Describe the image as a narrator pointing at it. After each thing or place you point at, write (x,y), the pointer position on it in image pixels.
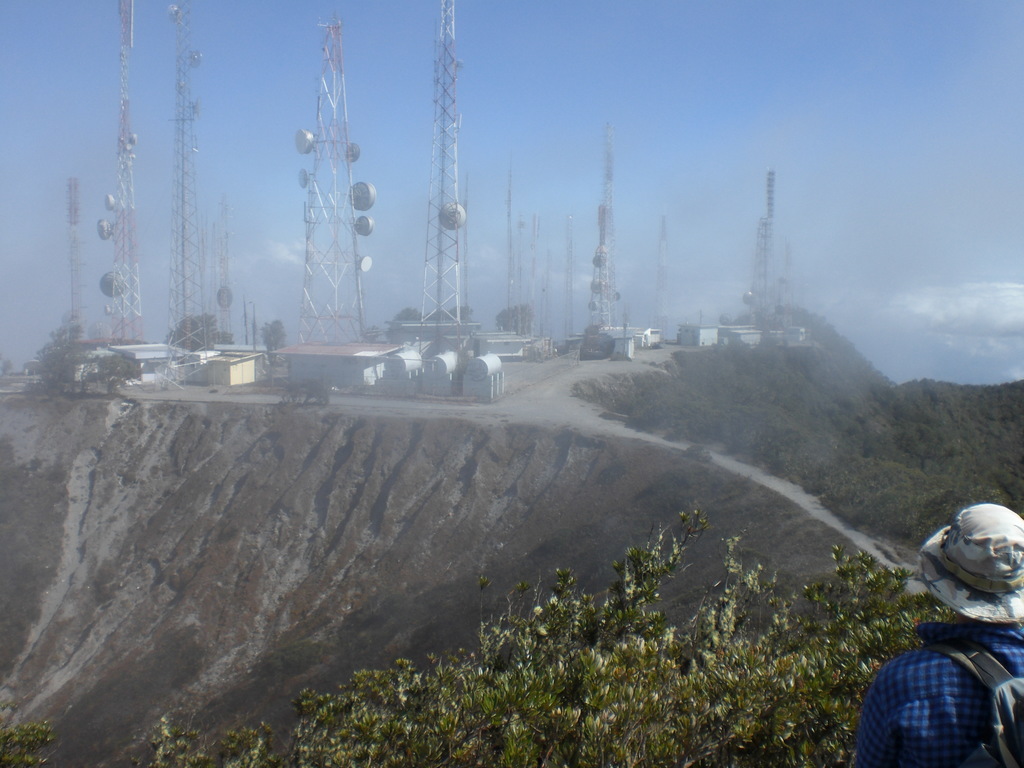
In the picture we can see a person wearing a bag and a hat (1003,524), the person (986,525) is looking towards the hill (257,607) on it we can see some buildings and towers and we can also see a plant (849,679) and a sky (721,119).
